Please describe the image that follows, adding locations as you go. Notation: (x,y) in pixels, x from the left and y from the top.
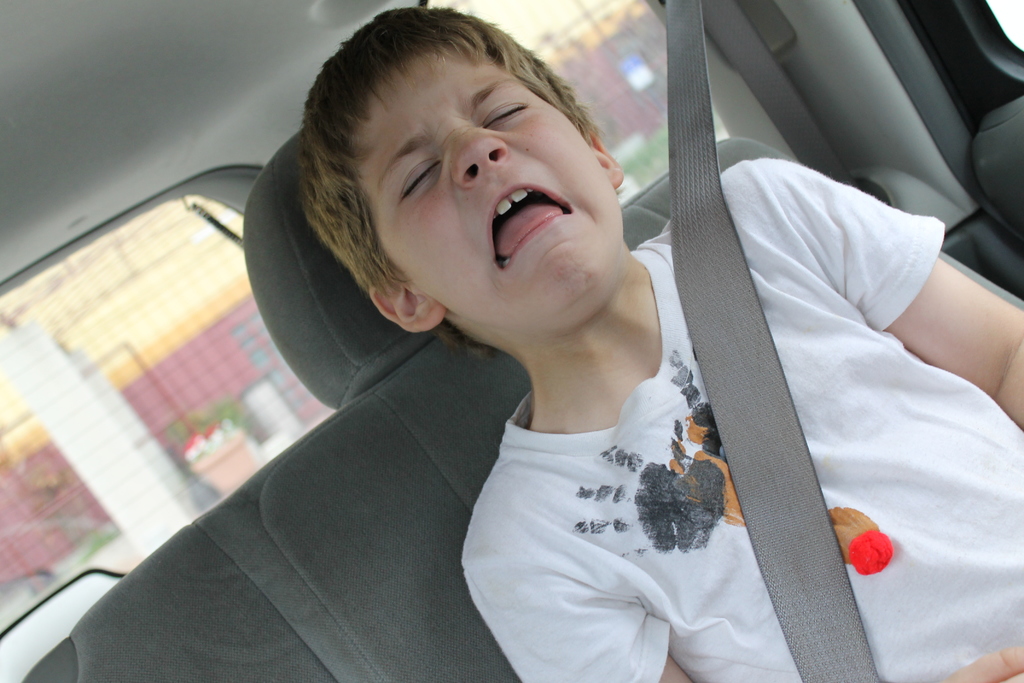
In this picture I can see the inside view (26,106) of a car (339,272) and I can see a boy (353,217) who is sitting and I see that he is wearing the seat belt (716,336). I see that it is blurred in the background (240,317).
